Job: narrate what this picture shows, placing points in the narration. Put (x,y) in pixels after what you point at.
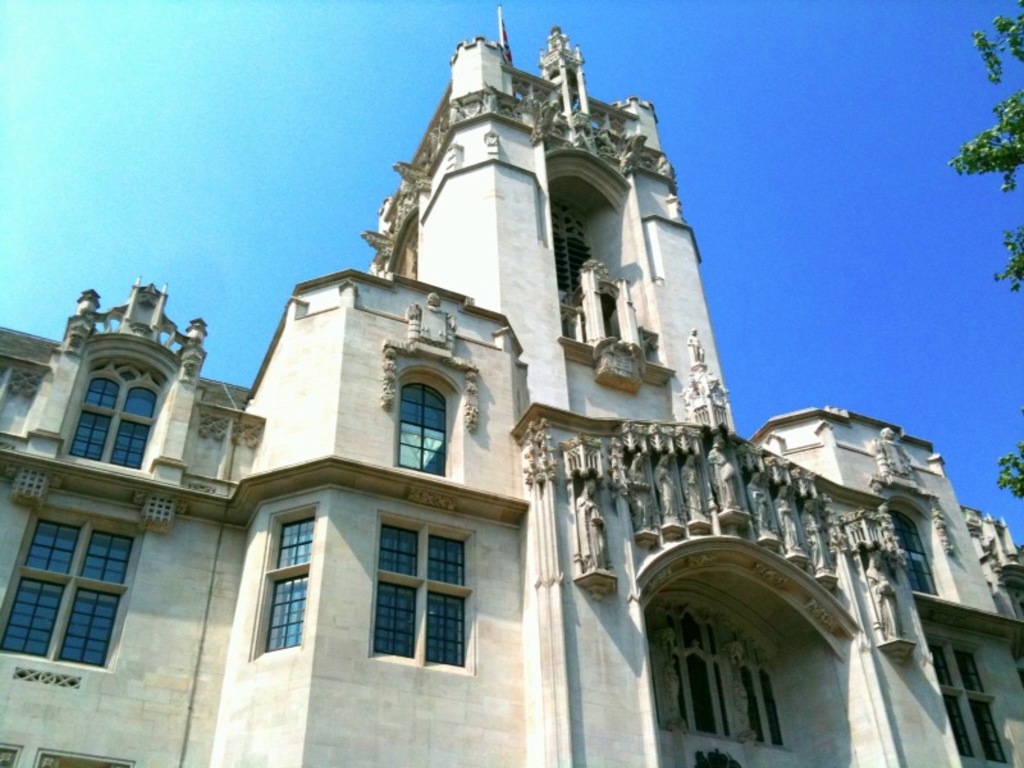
This is an outside view. Here I can see a building (490,527) along with the windows (464,622). On the right side (1009,159) few leaves (989,154) are visible. At the top of the image (761,150) I can see the sky (775,303).
